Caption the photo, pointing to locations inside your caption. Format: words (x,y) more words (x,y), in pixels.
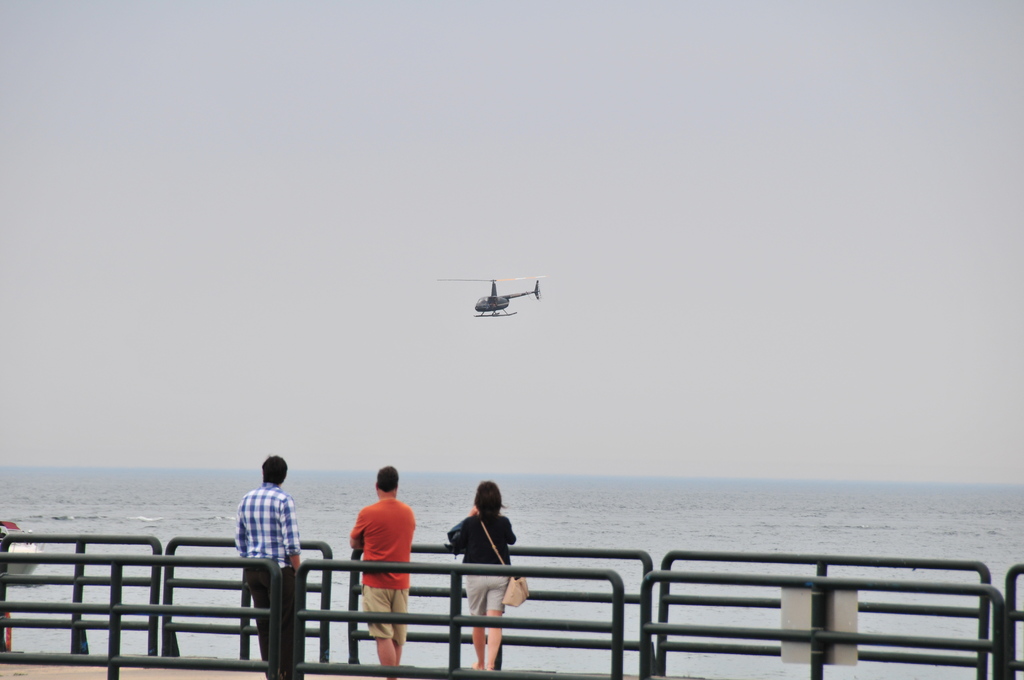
In this image we can see the sea (71,567), two fences (502,643), one whiteboard (841,615) attached to the fence (866,636), three people (498,516) standing near the fence (61,620), one helicopter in the sky (543,335), one boat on the water (425,576), one woman (482,548) wearing a handbag (523,581), one object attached to the fence (115,575) and at the top (133,129) there is the sky (509,338).
